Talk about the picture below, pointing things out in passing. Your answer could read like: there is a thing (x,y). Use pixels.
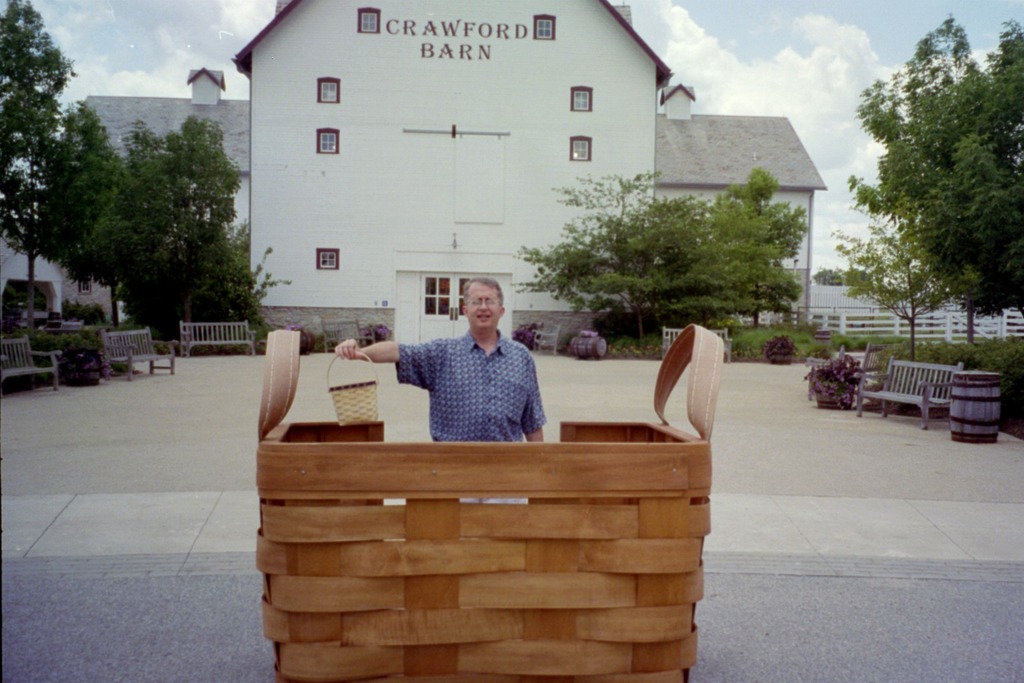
In this image, at the middle (403,444) there is a brown color wooden basket (671,539), there is a man (451,379) standing and he is holding a small basket (347,408), there is a floor (387,440) and there are some benches (941,400), there are some green color trees (153,246), at the top (762,75) there is a sky (844,53).
